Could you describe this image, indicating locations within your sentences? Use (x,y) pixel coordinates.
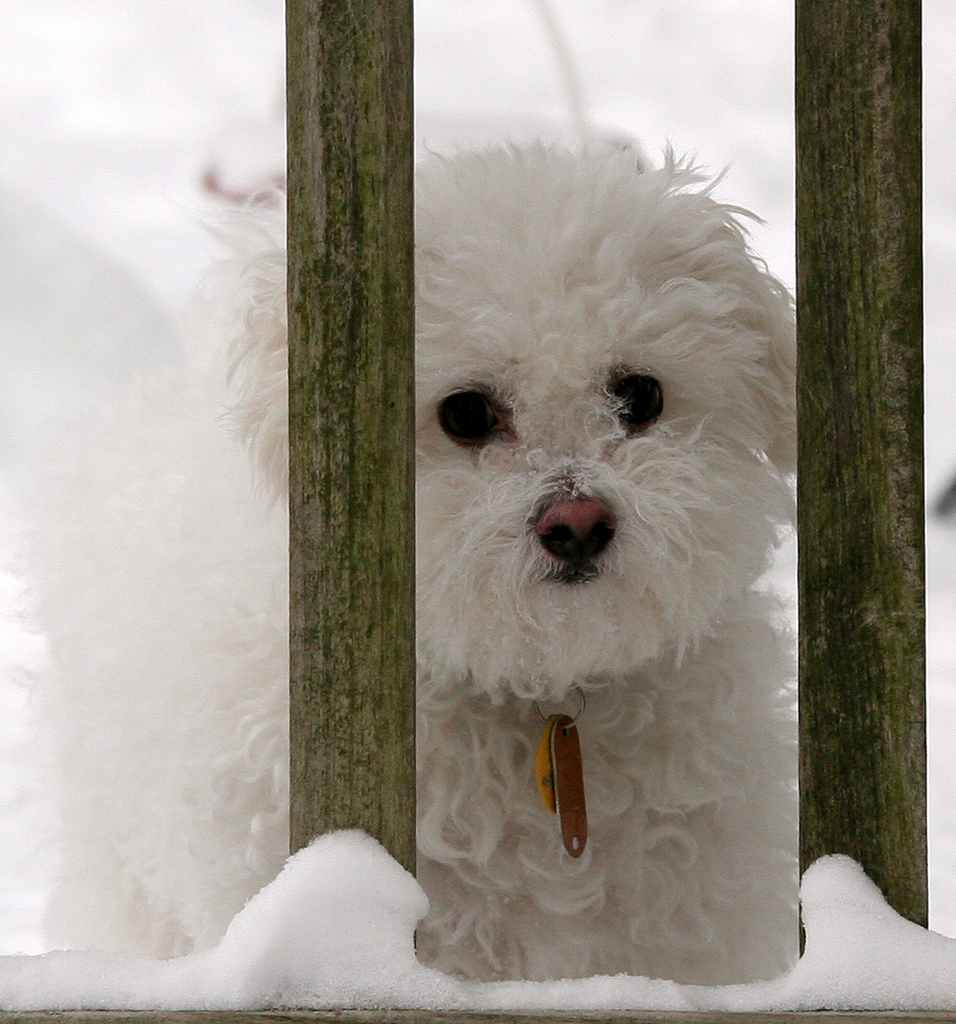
In this image we can see a dog (501,427) beside the wooden poles (414,552). On the bottom of the image (307,874) we can see some snow (352,868).
